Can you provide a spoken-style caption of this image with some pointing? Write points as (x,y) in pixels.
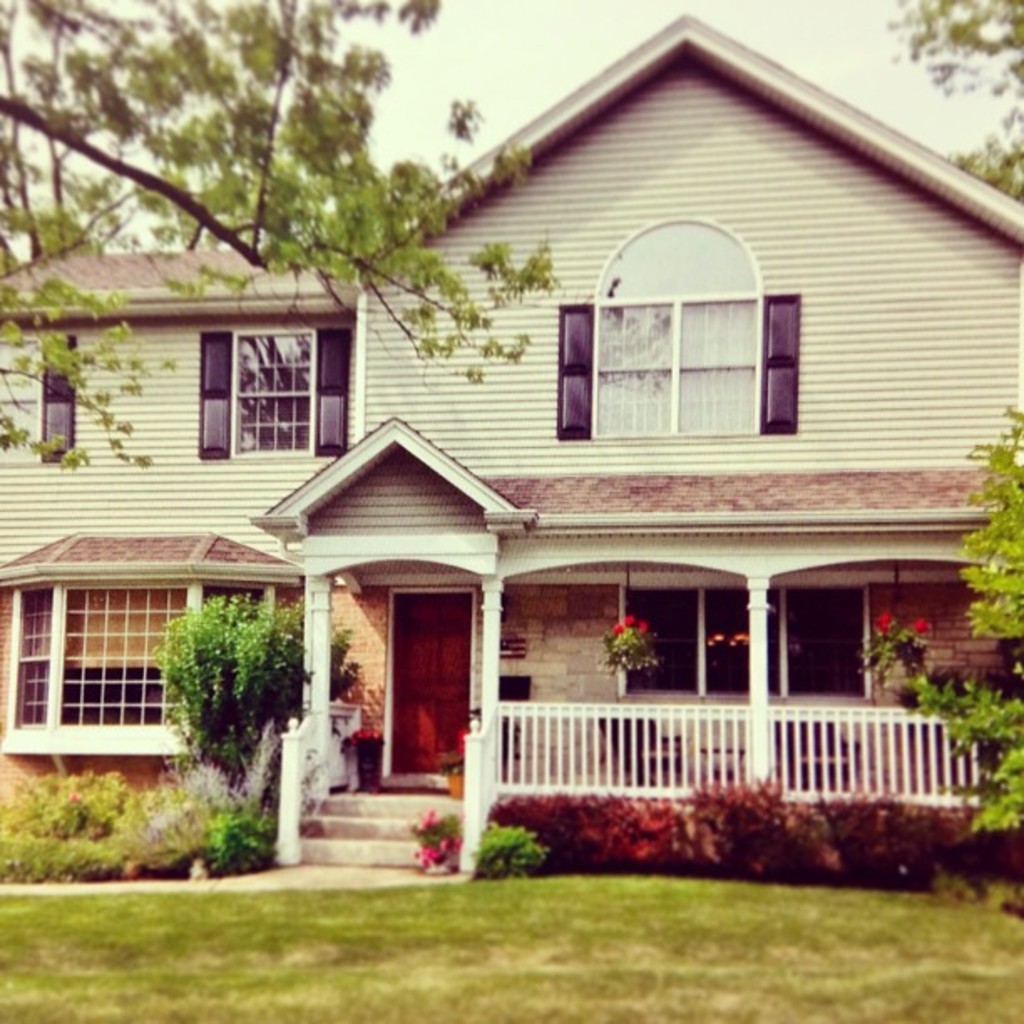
In this image in the front (543,949) there's grass (577,922) on the ground (421,896). In the background (188,812) there are plants (443,853), trees (307,182) and there is a house (515,417) and the sky (508,84) is cloudy.
